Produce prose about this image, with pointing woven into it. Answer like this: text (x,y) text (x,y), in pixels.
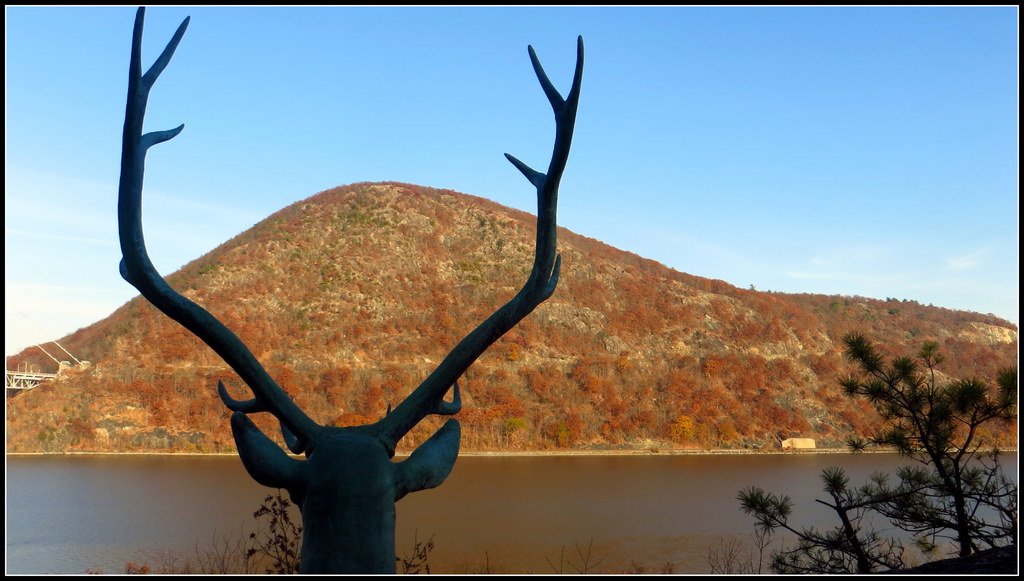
In this image we can see animal head (375,487) with horns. In the back (582,501) there is water (527,516). Also there are branches (870,499) of trees (870,499). In the back (460,281) there is hill (569,312). Also there is sky (205,106) with clouds (99,239).
